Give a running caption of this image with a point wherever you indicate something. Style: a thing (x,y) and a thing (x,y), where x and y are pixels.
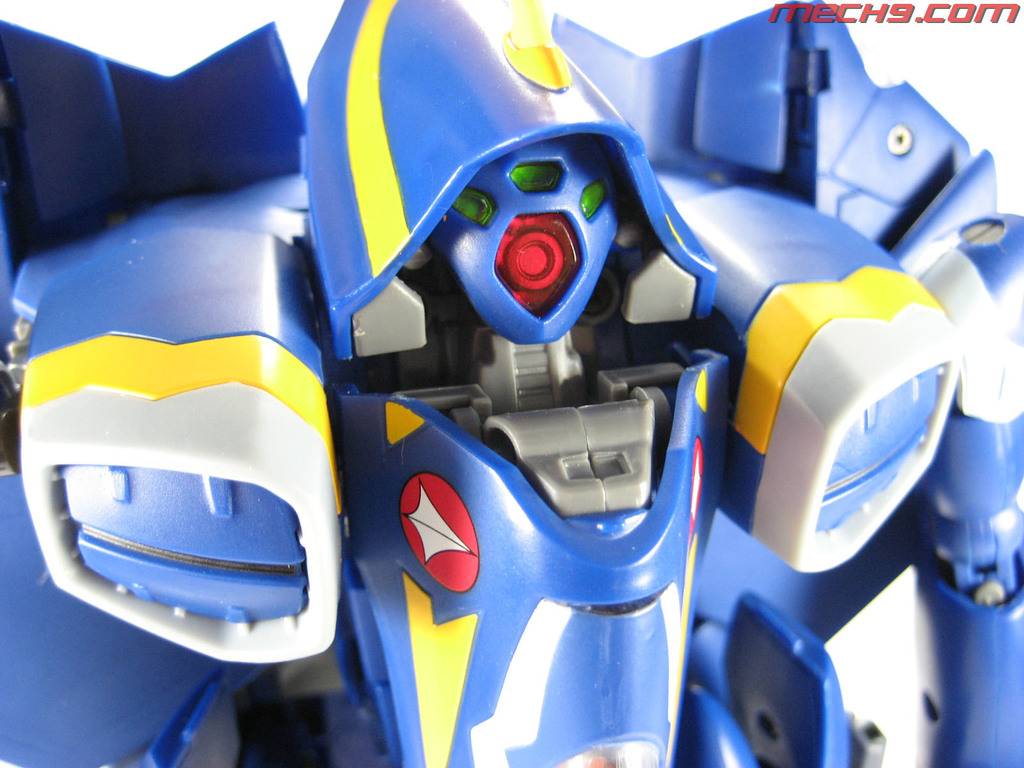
This image looks like a toy robot (474,718) in blue color.
